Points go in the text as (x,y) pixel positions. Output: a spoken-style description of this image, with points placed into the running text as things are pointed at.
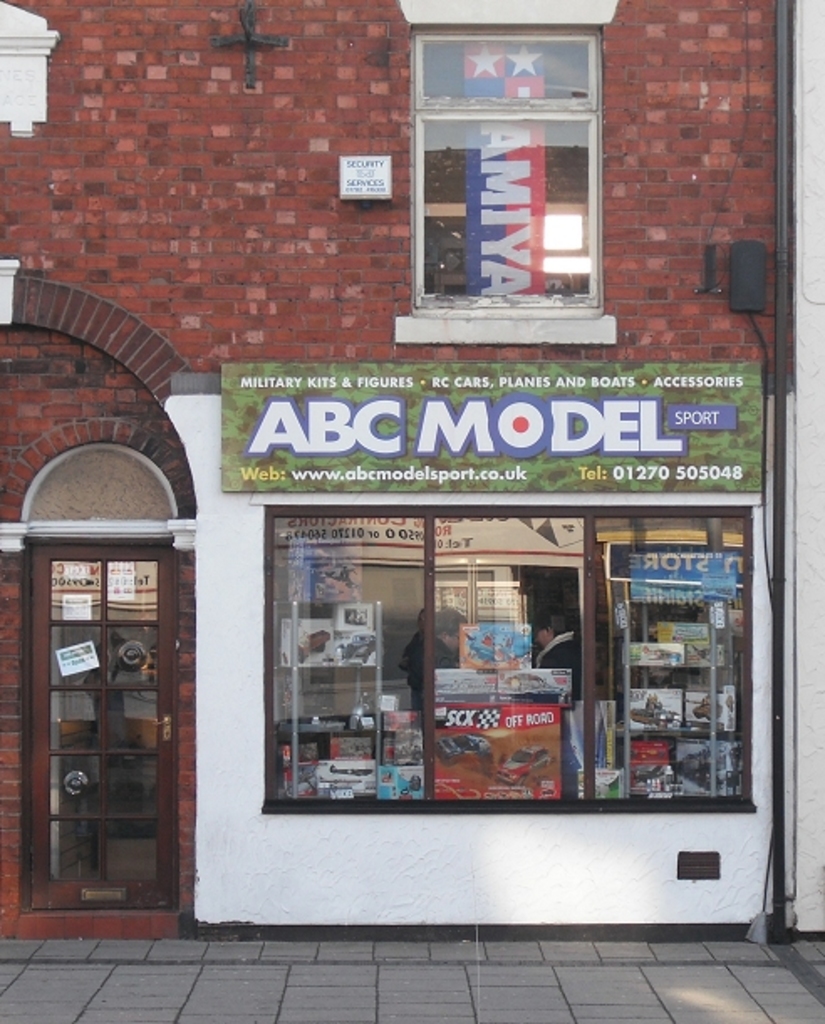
In this image I can see a building (554,69) and there is a door (48,854) visible on the left side (61,552), in the middle (418,598) there is a glass window (521,548), through window (558,551) I can see persons (536,664), some books (487,748), text (702,555) and the wall (329,217) of the building (411,220) I can see the window (432,220) and there is a hoarding board (686,392) attached to the wall (185,457) in the middle (510,370).
